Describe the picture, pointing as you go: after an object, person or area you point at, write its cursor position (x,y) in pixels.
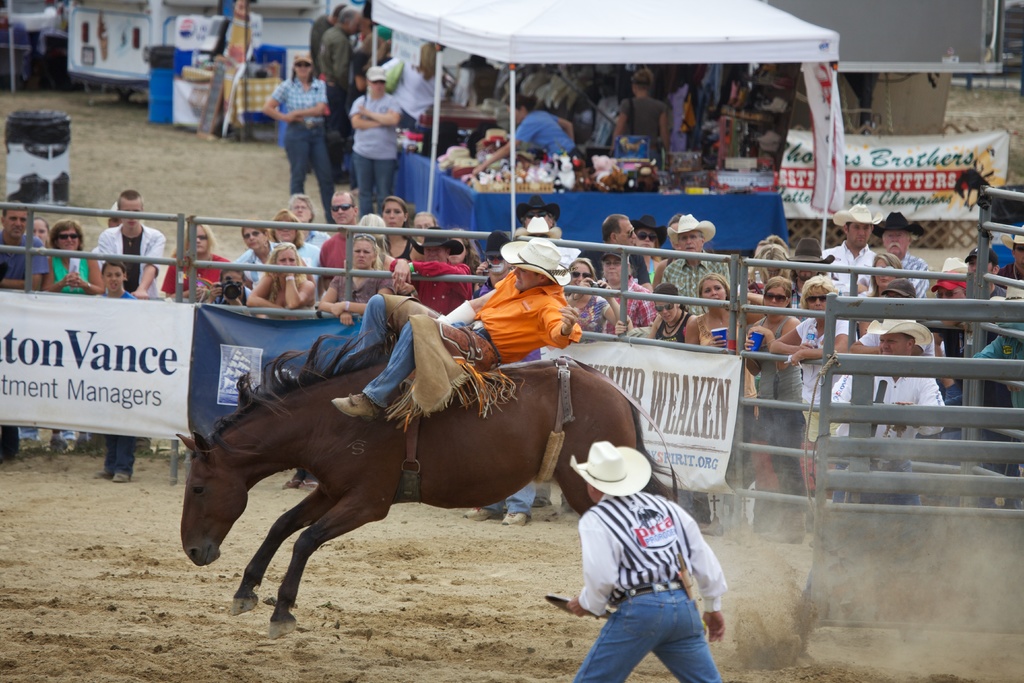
In the foreground of the picture (506,371) there is a person (429,363) riding a horse (460,473). At the bottom (573,582) there is a person (631,602) and there is sand (502,600). In the center of the picture (445,259) there are people (899,266) standing and there are banners (672,362) and railing (731,260). In the background (179,11) there are vehicles (945,16), people (359,72), dustbin (64,140), banners (863,179) and shops (445,99).
